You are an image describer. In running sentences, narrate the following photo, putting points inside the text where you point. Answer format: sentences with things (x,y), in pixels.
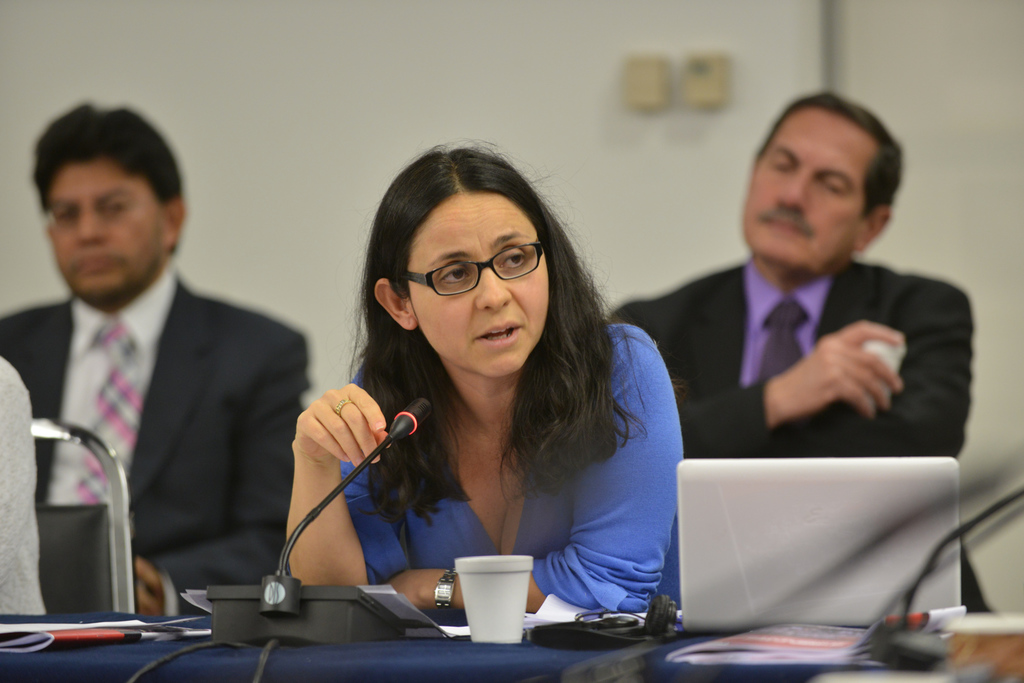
In this image I can see three persons (753,457) sitting, in front (564,438) the person (296,436) is wearing blue shirt (632,475) holding a microphone (376,456). I can also see few glasses (521,596) and laptop (723,558) on the table (600,670), at back (689,343) I can see a person (749,402) wearing black blazer (702,327), purple shirt (761,294). At left (246,307) I can see the other person (239,334) wearing black blazer (178,321), white shirt (159,313), white and pink tie (114,378), at back (283,150) wall (306,155) is in white color.
